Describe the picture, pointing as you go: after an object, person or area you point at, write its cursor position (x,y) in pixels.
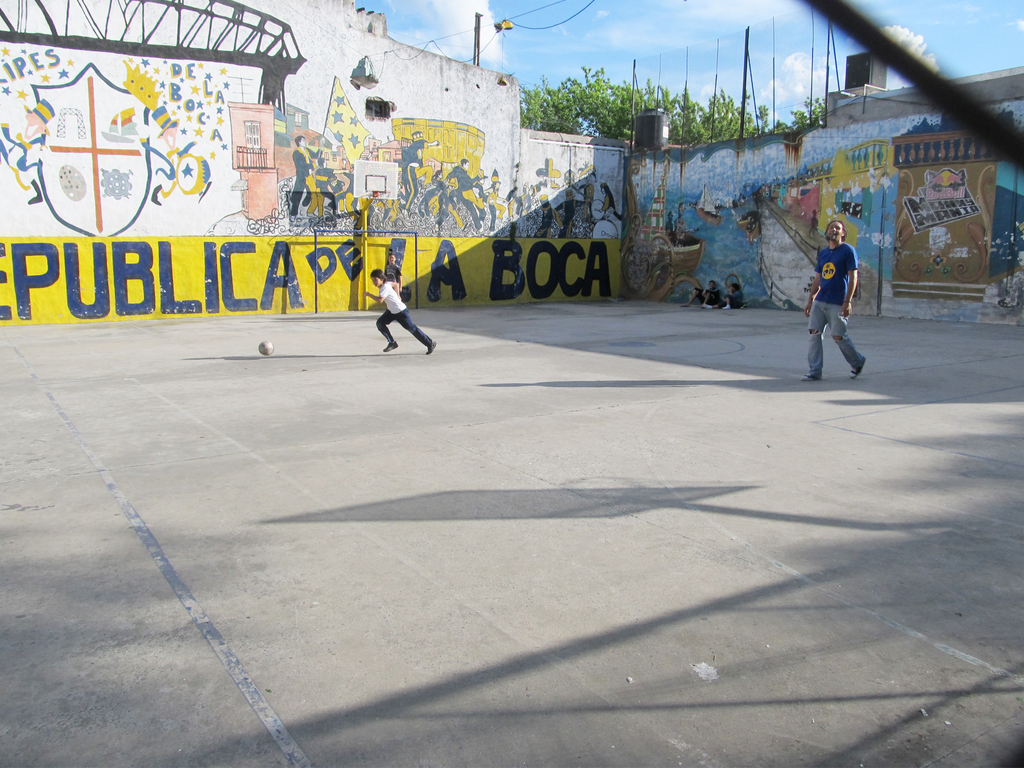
Here a person (419,330) is running, in the middle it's a ball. On the right side (841,341) a man (847,354) is there, he wore a t-shirt (836,265) and this is the wall (531,133), there are paintings (434,226) on it.
